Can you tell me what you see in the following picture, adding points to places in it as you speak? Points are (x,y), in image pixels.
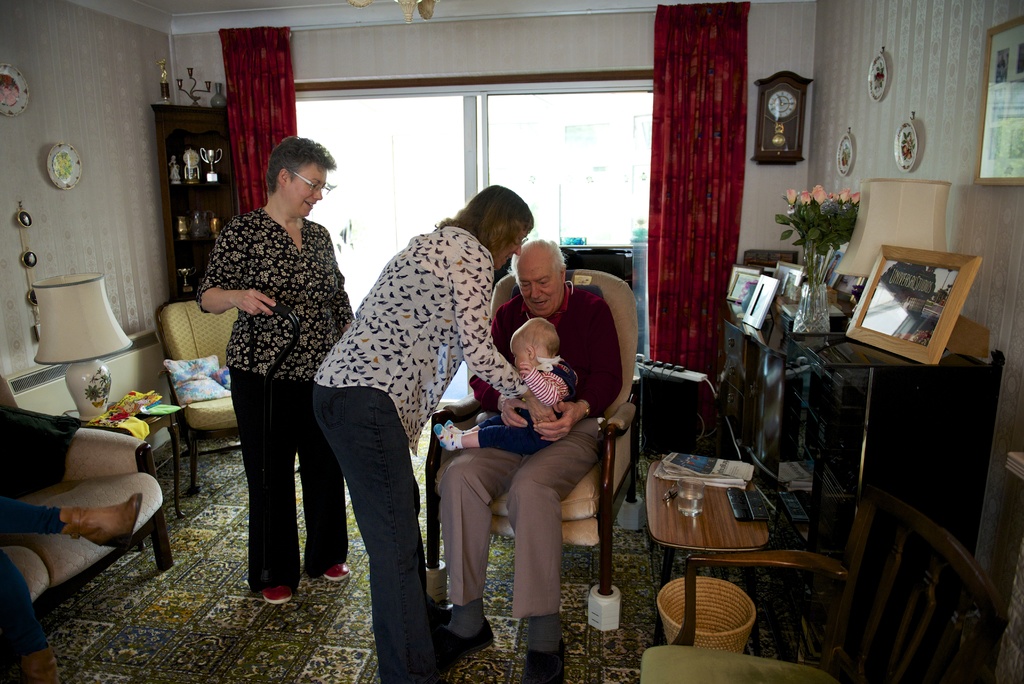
In this picture we can see there are two people (246,384) standing on the floor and two other people (485,478) sitting and on the person lap (560,451) there is a kid (479,431). On the left side of the people (277,409) there is a lamp (99,390) on the table (157,422). Behind the people (263,346) there is a chair (175,335) and some objects (192,228) in and on the shelves (192,198). Behind the shelves (184,123) there is a wall (109,152) with some decorative items (57,169) and a glass window (331,123) with curtains (678,83). On the right side of the people (560,495) there is a chair (739,662), basket (724,609), table (702,487) and a cabinet (748,362). On the cabinet (757,351) there are photo frames (868,290), lamp (857,253) and a flower vase (811,275). Above the cabinet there is a wall (985,203) with a photo frame (985,135) and a clock (799,97).
